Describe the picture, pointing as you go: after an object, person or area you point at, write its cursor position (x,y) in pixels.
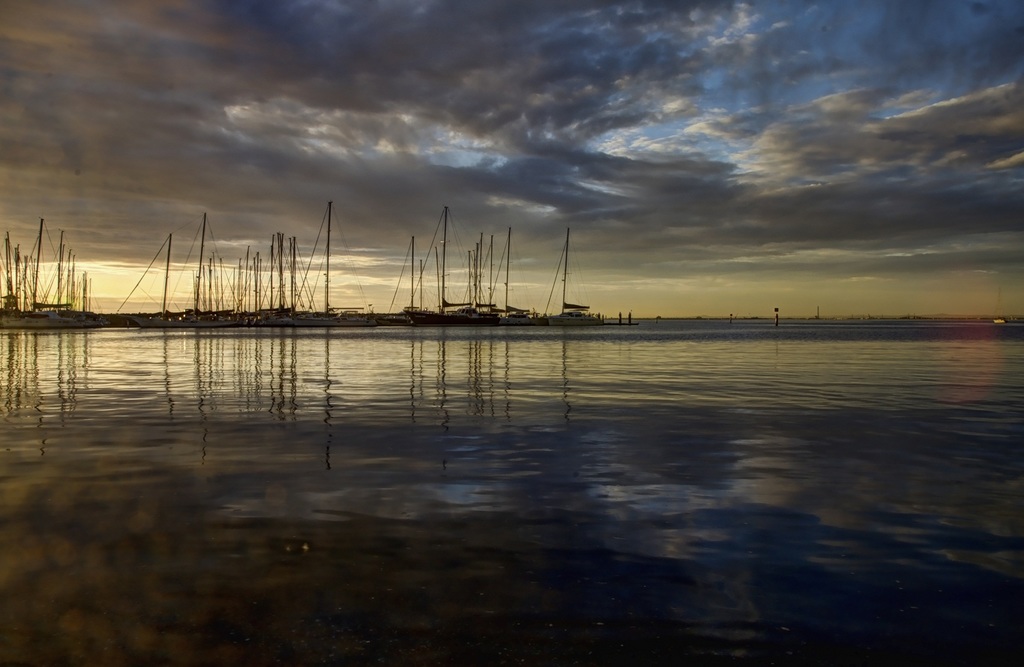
At the bottom of the image (327,453) there is water (155,414). On the water (61,332) in the background (38,324) there are many boats (59,306) with poles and ropes (423,271). At the top of the image (763,95) there is sky (350,95) with clouds (249,146).
